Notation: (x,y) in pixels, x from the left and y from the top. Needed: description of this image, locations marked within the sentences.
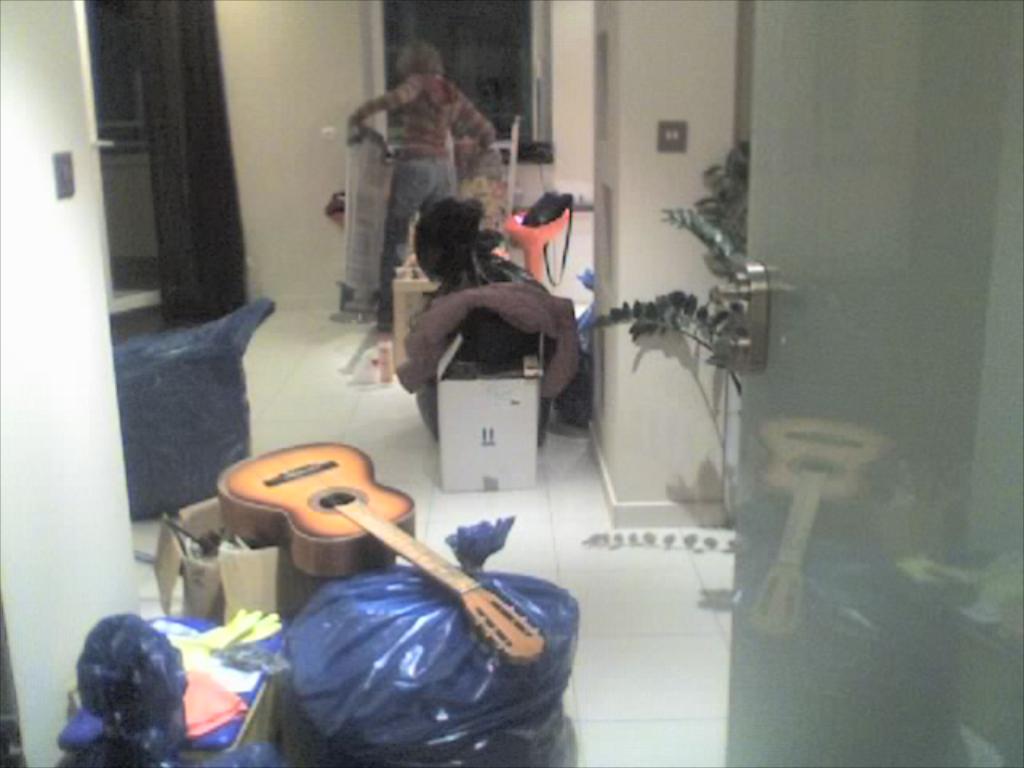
In this picture we can see guitar (319,511) placed on a cardboard box (246,595) and here we have some plastic covers (331,681) and in background (528,215) we can see man (409,96) standing and some more items (557,284), wall (298,118), curtains (197,222), floor (650,555), tree (668,316), switch board (663,143).
